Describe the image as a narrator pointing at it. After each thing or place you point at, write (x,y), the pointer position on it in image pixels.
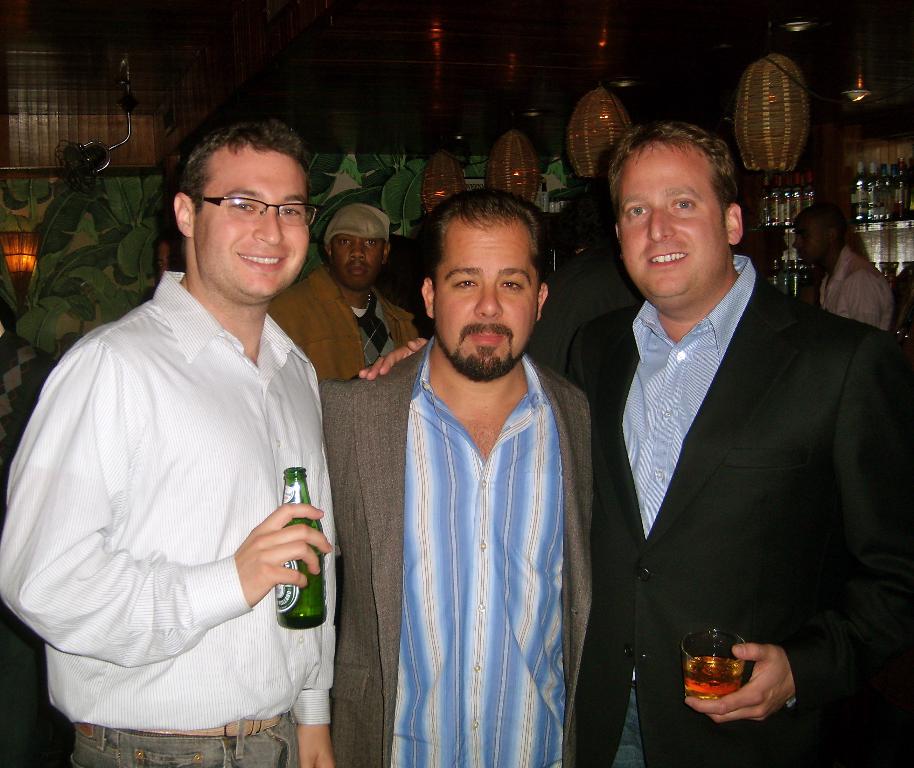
This image is clicked inside. There are bottles (810,195) on the right side (879,209). There are lights (748,98) on the top (747,120). there are several people (342,377) in this image, one is holding bottle (298,488), other one is holding glass (716,678). There is leaf wallpaper (70,279) on the left side (99,307).
